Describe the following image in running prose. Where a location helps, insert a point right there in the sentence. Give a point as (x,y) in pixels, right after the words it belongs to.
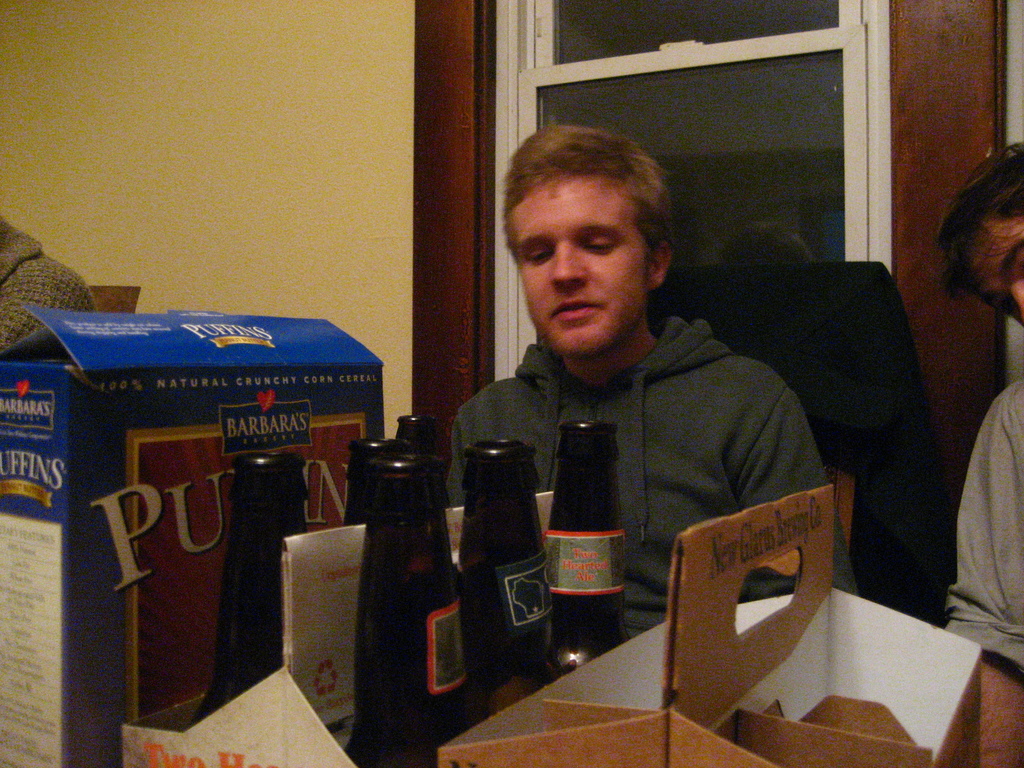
In this image I can see two people (985,177) sitting in chairs (925,485). I can see some bottles (352,467) and cartons (728,694) in front of them. I can see a glass window (621,78) behind them. I can see another person (32,327) sitting in a chair (102,307) on the left hand side of the image (82,305).
